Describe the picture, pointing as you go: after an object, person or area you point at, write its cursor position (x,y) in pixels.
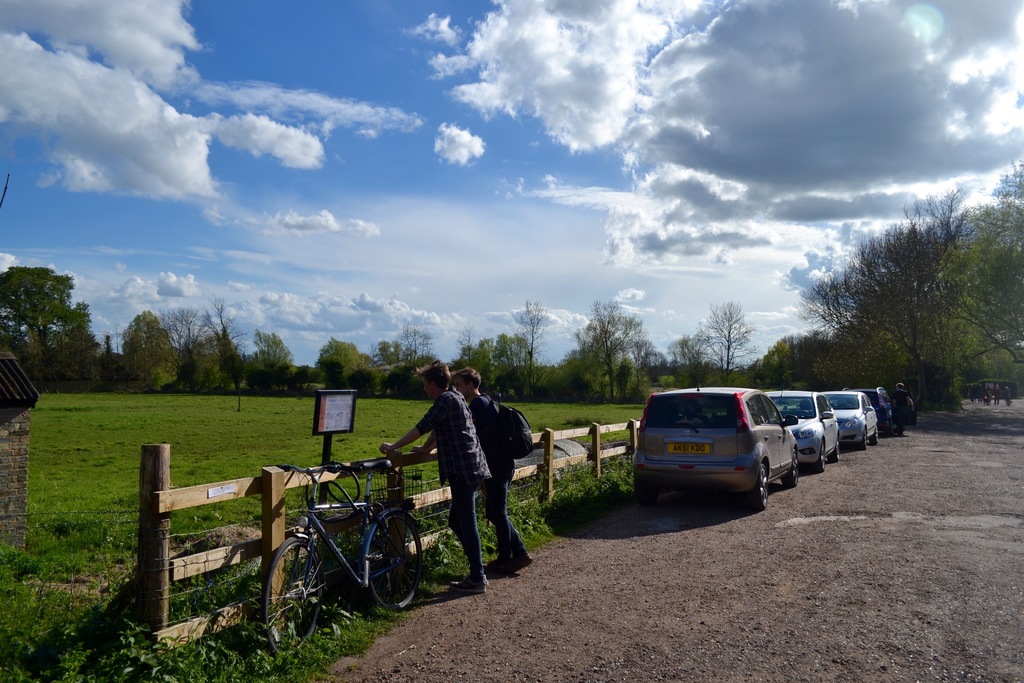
In this image there are cars (792,465) on a road (681,534) and two people (445,476) are standing near a wooden railing (165,468) and there is a cycle (314,545), in the background (255,441) there is a grassland (537,414), trees (555,381) and the sky (163,3).
